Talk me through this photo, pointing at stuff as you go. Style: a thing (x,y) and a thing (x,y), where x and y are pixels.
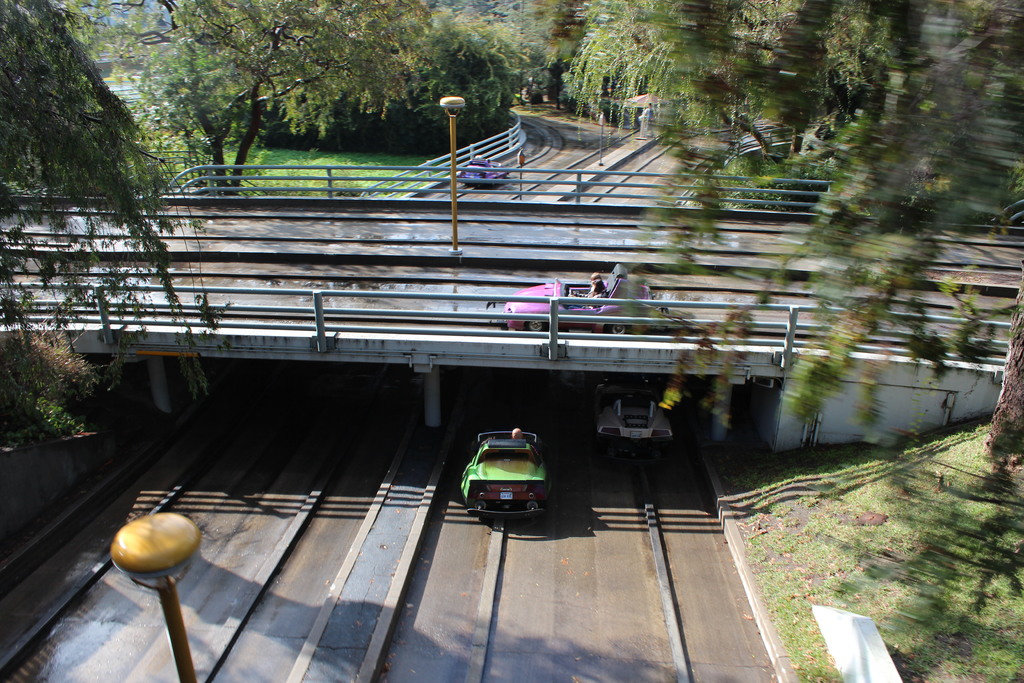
In this image we can see vehicles (514,448) on the roads (434,257). There is a bridge (390,322) with pillars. Also we can see many trees (523,80). On the ground (965,536) there is grass (901,455). Also there are light poles (156,563).
